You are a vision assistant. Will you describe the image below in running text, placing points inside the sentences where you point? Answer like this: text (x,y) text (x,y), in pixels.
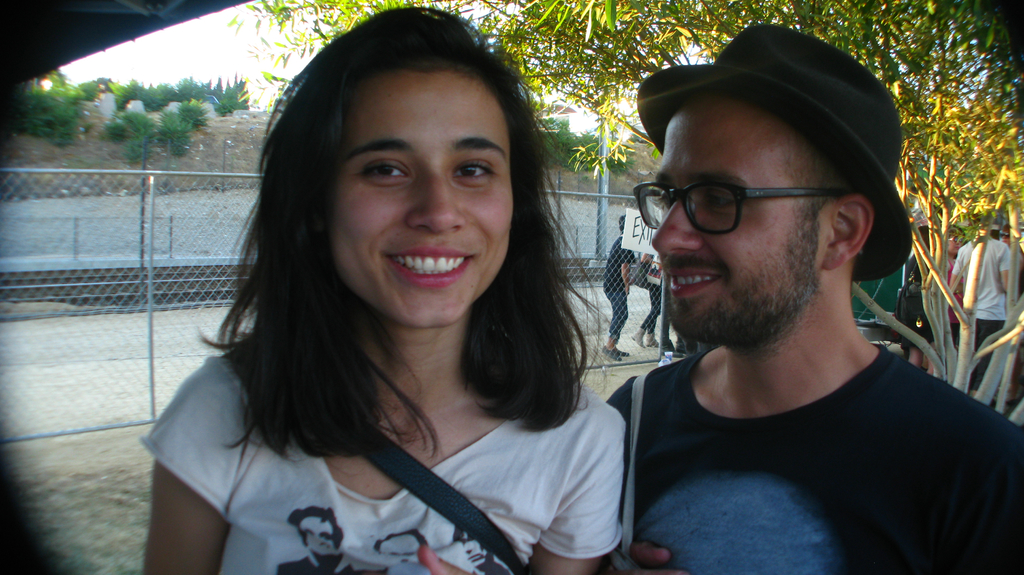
In the center of the image (508,295) a lady (534,293) and a man (697,383) are there. In the background of the image (158,249) we can see fencing (108,275), board (637,230), trees (913,236) and some persons (952,260) are there. At the top of the image (212,62) sky (219,48), bushes (202,117), ground (230,129) are there. At the top left corner (58,38) roof (101,40) is there. At the bottom of the image (111,546) ground (126,535) is there.
